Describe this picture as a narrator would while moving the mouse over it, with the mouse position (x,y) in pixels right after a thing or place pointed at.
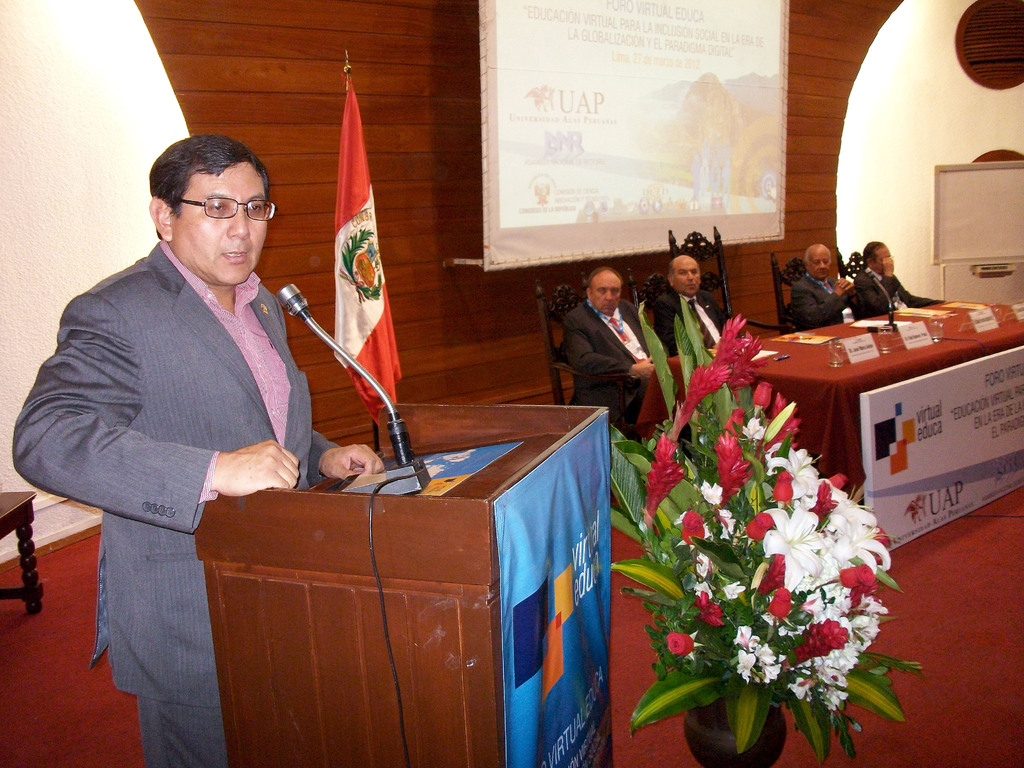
In the picture I can see few people (611,357) are sitting on the chairs (585,369) in front of the table (814,418) on which we can see some objects (907,345), side one person (292,428) is standing and talking in front of microphone (391,404) and one flag (362,279) is placed, in front we can see flowers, behind we can see projector (664,92) is display on the board (507,255).
